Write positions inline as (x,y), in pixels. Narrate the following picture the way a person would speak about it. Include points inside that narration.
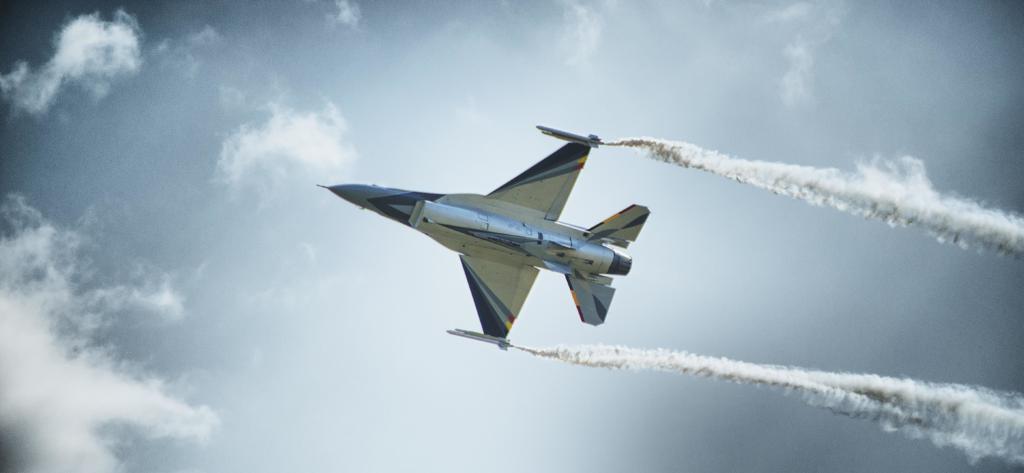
In this image I can see an aircraft (594,289) in the air (592,199) and on the right side (884,200) I can see smoke (717,367). I can also see clouds (112,445) and the sky (192,137) in the background (407,127).
